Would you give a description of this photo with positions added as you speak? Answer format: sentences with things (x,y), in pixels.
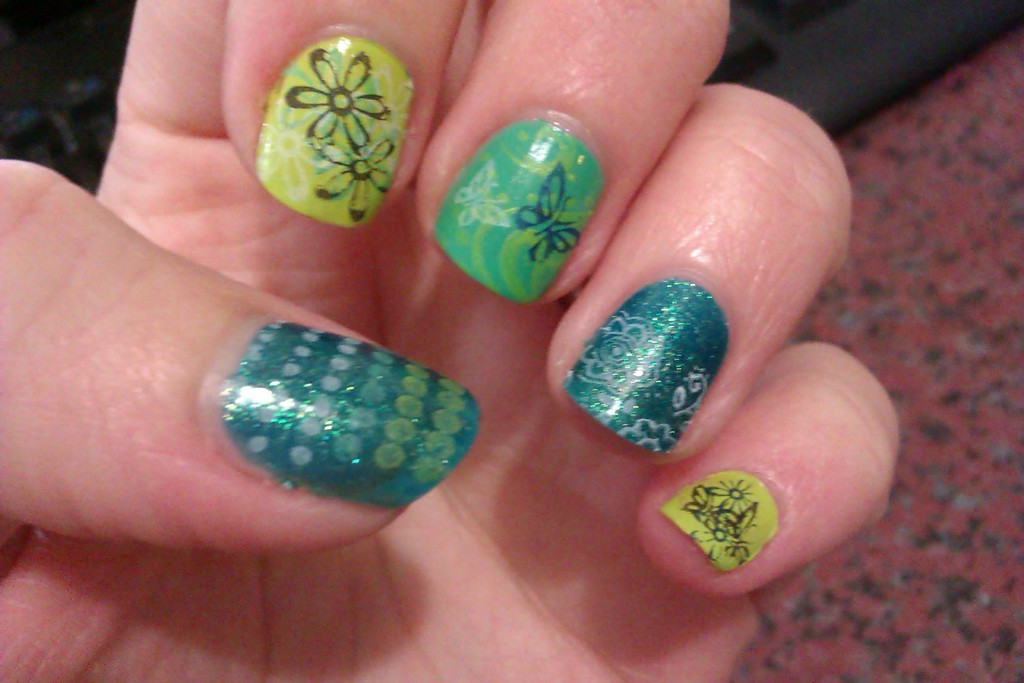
In this image there is a nail polish (384,385) to the person's fingers (610,308) and a black color object (825,90) on the ground (934,163).
